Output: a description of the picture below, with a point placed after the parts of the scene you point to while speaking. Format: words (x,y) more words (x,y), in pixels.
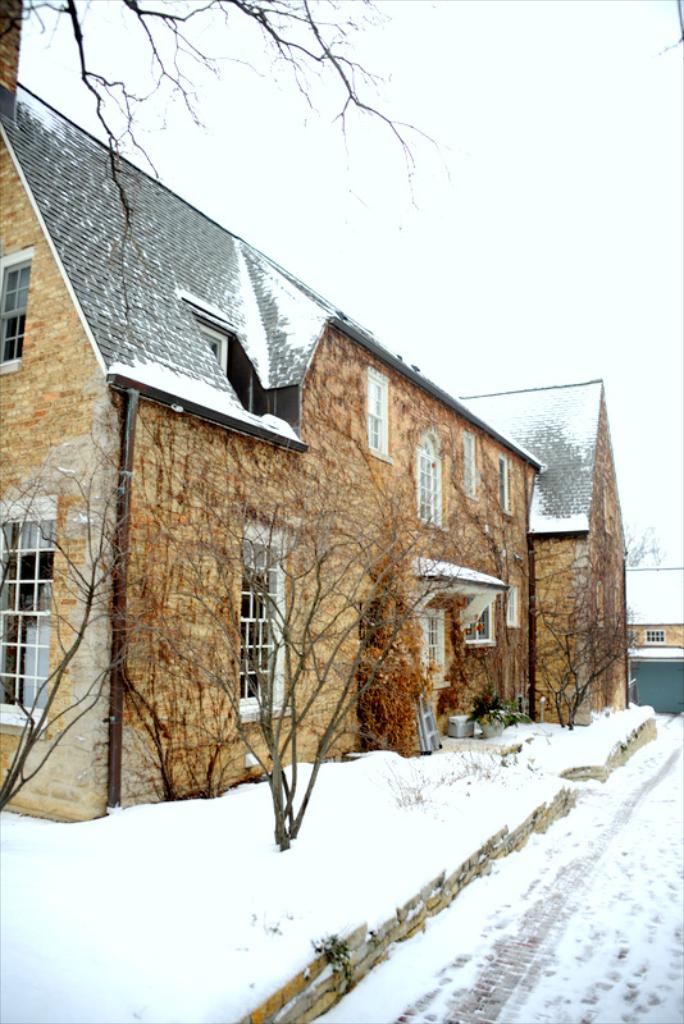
In this picture I can see some houses (439,676), trees (318,766) covered with snow (227,915).
